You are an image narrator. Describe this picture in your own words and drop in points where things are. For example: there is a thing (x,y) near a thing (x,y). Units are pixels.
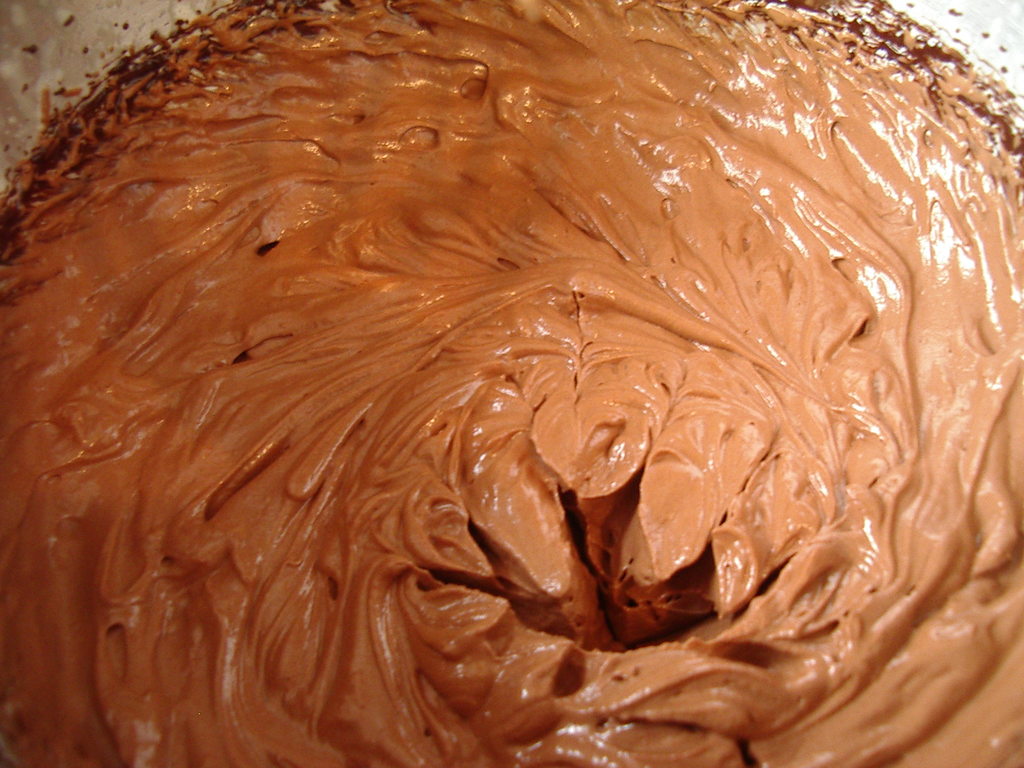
This picture looks like a chocolate cream (493,509).
